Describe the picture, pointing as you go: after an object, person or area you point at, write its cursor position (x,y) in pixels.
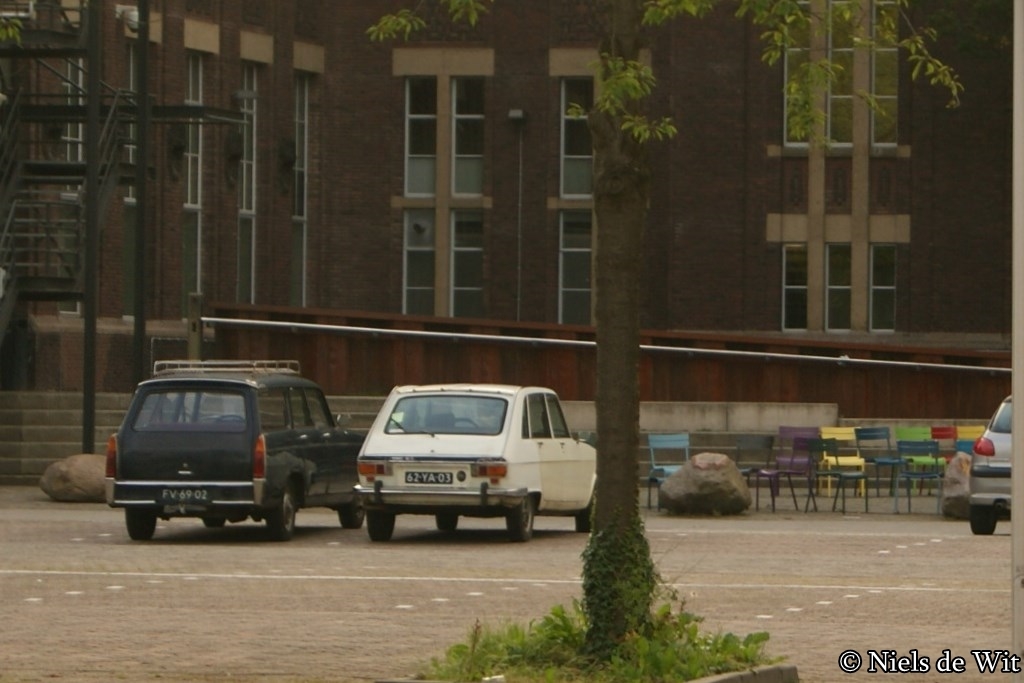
In this image, we can see some cars (476,476) and there are some chairs (866,477), we can see a tree (619,231), there is a building (548,209) and we can see some windows (805,140) on the building (63,360).
